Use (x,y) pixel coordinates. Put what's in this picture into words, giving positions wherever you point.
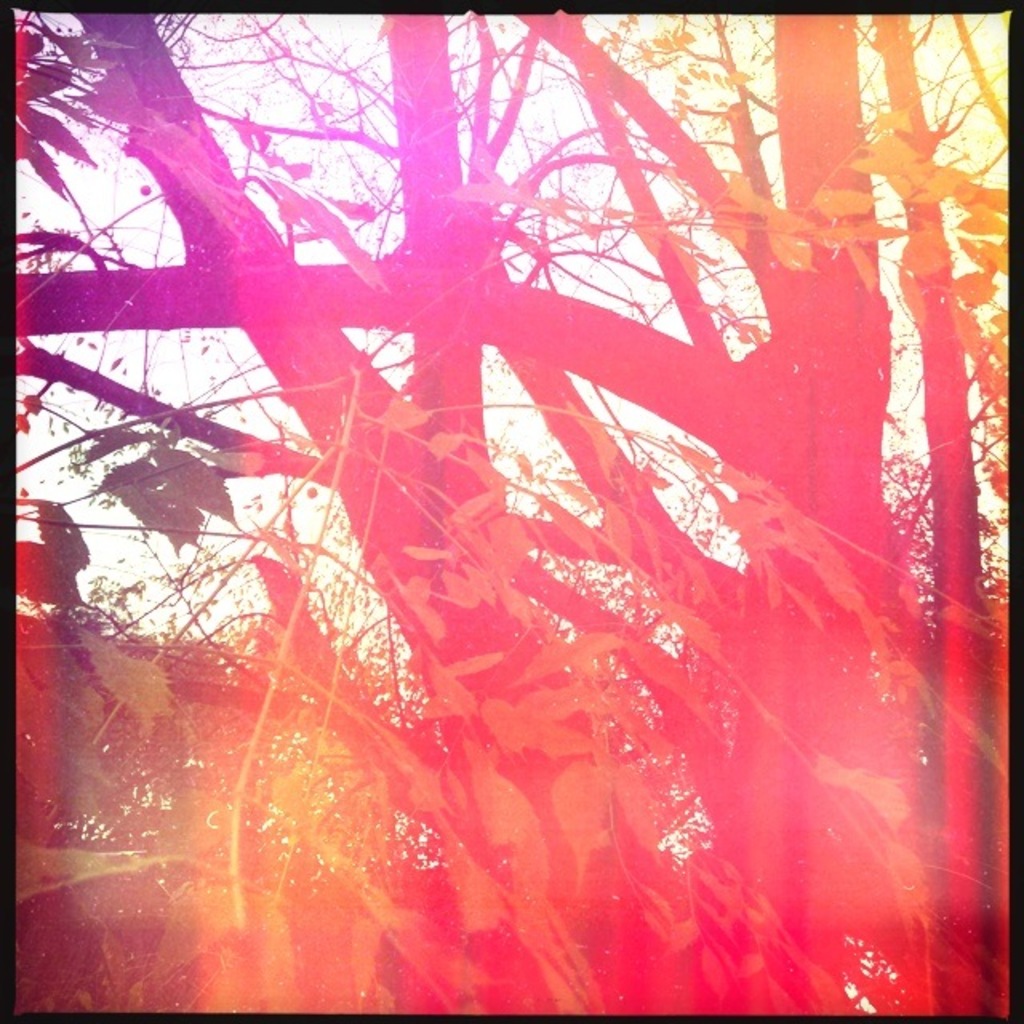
In this image we can see group of trees (822,323) and leaves (405,774) and in the background (703,251) we can see the sky (159,382).
